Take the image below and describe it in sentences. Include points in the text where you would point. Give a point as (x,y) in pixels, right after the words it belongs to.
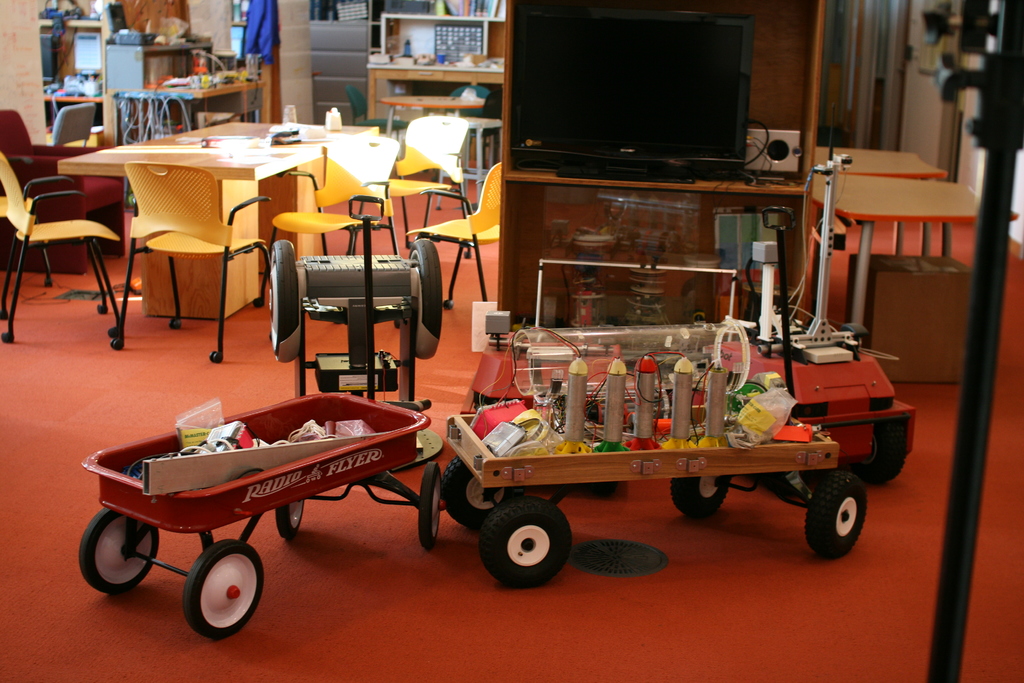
In the left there is a table (175,144) on which paper (234,140), glass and so on kept and chairs (426,159) are visible. In the middle (502,266) right a desk (696,0) is there on which a television (693,119) is kept. In the bottom (112,532) vehicles (293,522) are visible. And a rod (997,254) of black in color visible. On the top left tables (212,90) are visible and clothes (259,44) are visible and a door (908,25) visible. This image is taken inside a room (139,359).
